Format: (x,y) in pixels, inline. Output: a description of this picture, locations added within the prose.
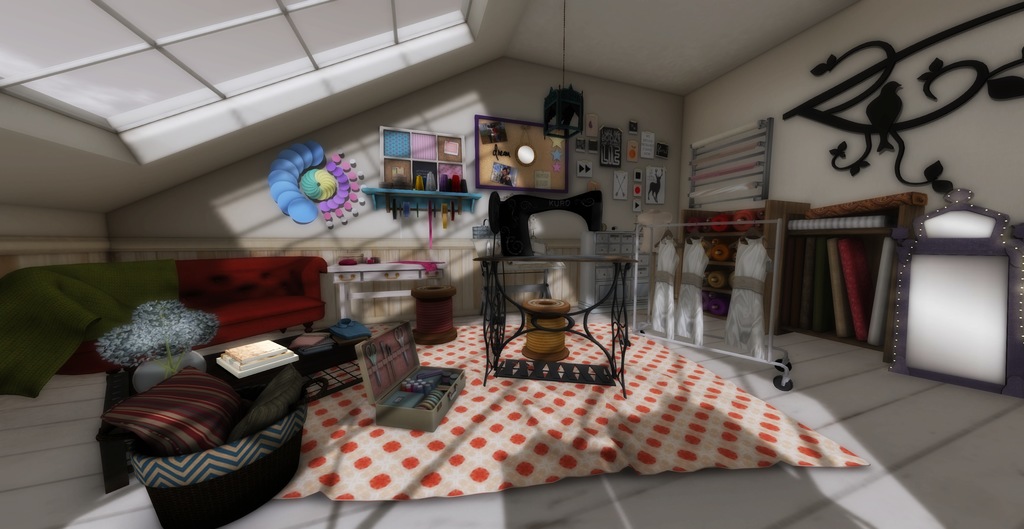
Here we can see pillows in bag (219,451), objects (412,388) in a trunk box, sofa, stitching machine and cloth (593,346). Background (553,172) we can see board (483,168) and some objects (299,194) on the wall (398,228) and we can see clothes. We can see floor (870,467).
